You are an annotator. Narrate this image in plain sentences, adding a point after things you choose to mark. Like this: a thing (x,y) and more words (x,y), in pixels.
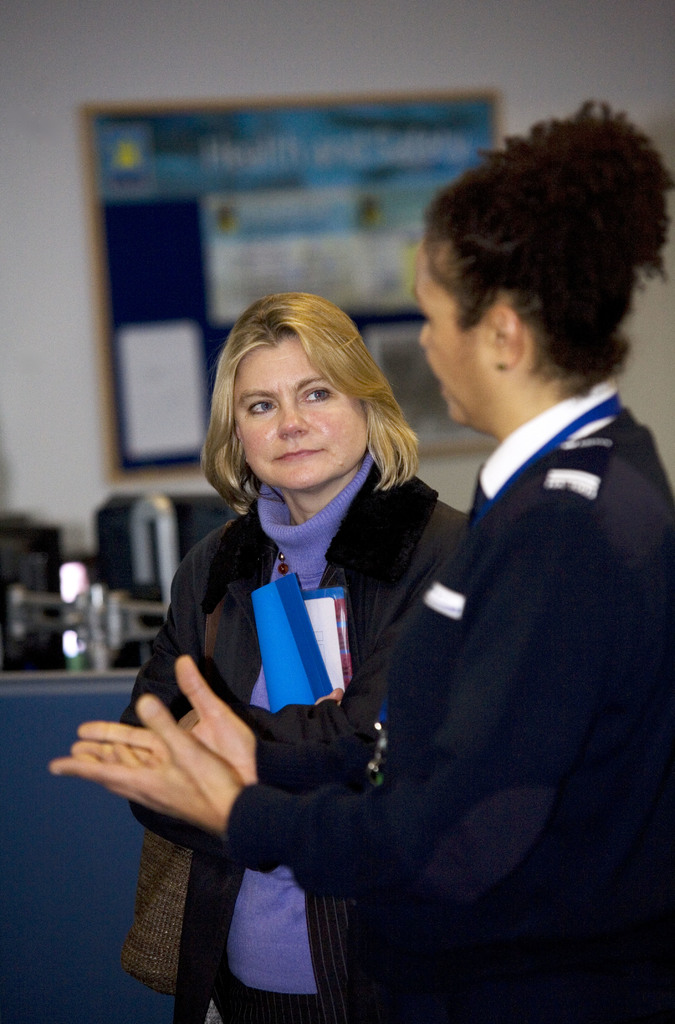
In this image there are two persons (187,900) standing, a person (332,698) holding a book (314,638), and in the background (12,534) there is a frame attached to the wall (4,274), some items (113,590) on the table (82,840).
